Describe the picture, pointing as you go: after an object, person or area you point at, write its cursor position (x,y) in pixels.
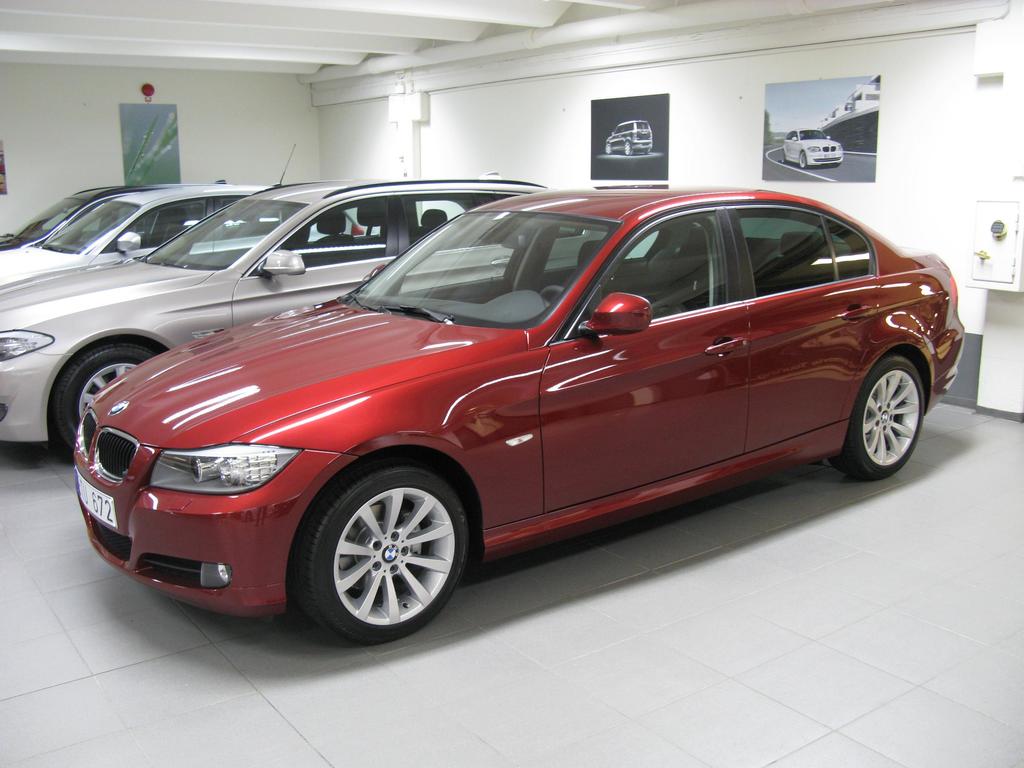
There are some cars (445,462) on a white color floor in the middle of this image (561,422) and there is a wall (21,174) in the background (363,168). We can see there are some posters (864,127) attached to it.
